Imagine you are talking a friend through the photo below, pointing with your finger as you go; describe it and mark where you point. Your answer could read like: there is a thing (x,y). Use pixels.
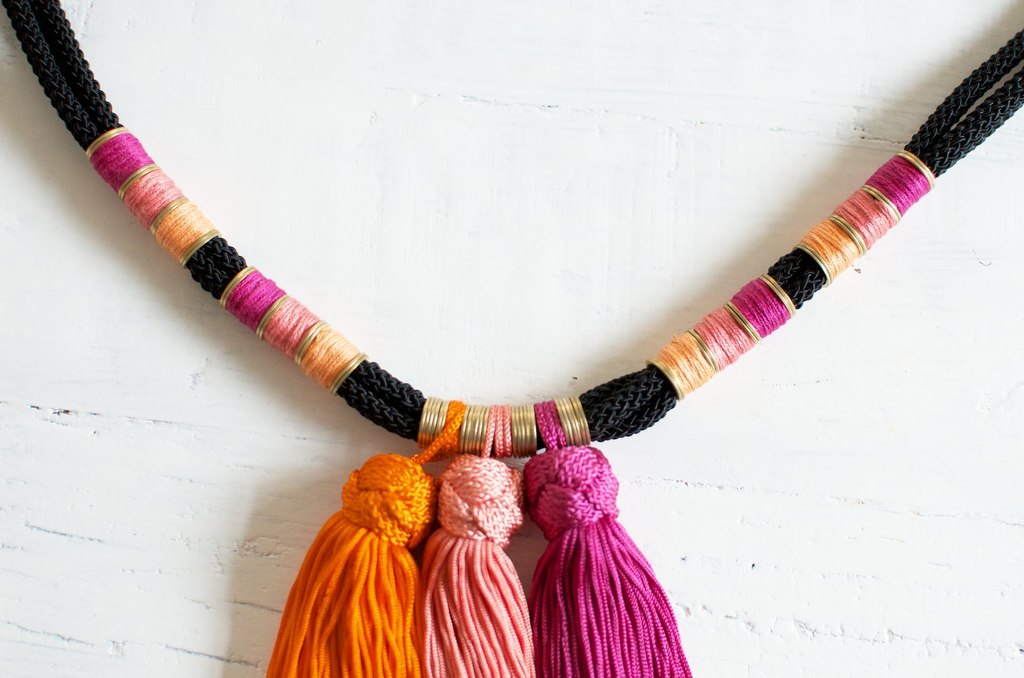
In this image I can see a black thread necklace (88,69). It has woolen hangings (448,607). There is a white background (491,292).
